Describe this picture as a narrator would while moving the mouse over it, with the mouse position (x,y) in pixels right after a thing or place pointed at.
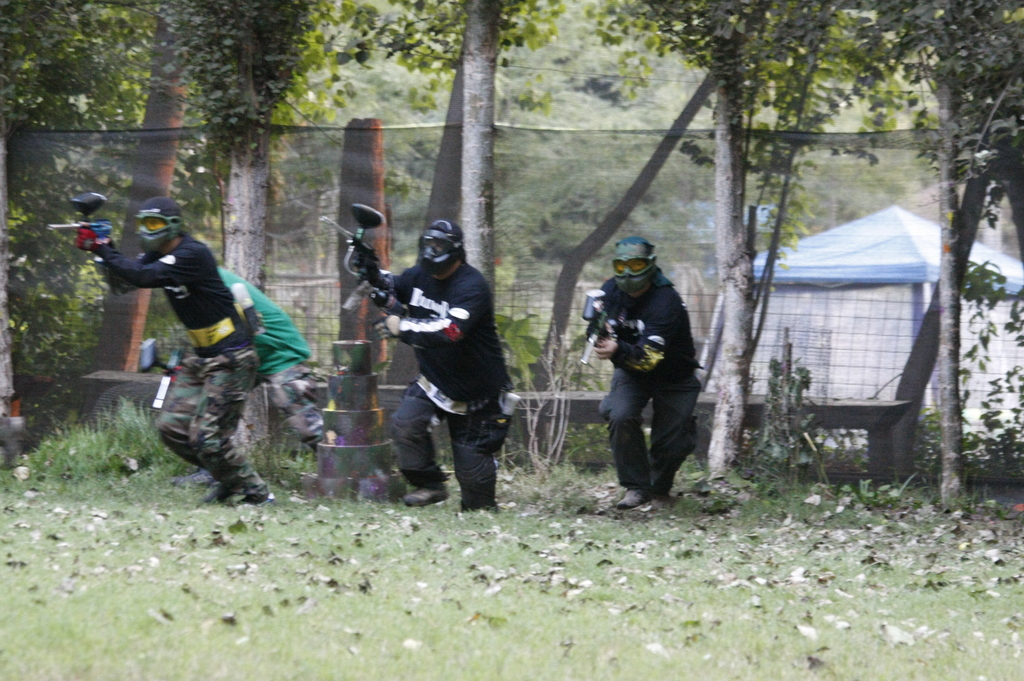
In the image there are three men (203,318) with mask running on the grassland (882,680), behind them there is fence (139,148) with trees (476,194) behind it.
